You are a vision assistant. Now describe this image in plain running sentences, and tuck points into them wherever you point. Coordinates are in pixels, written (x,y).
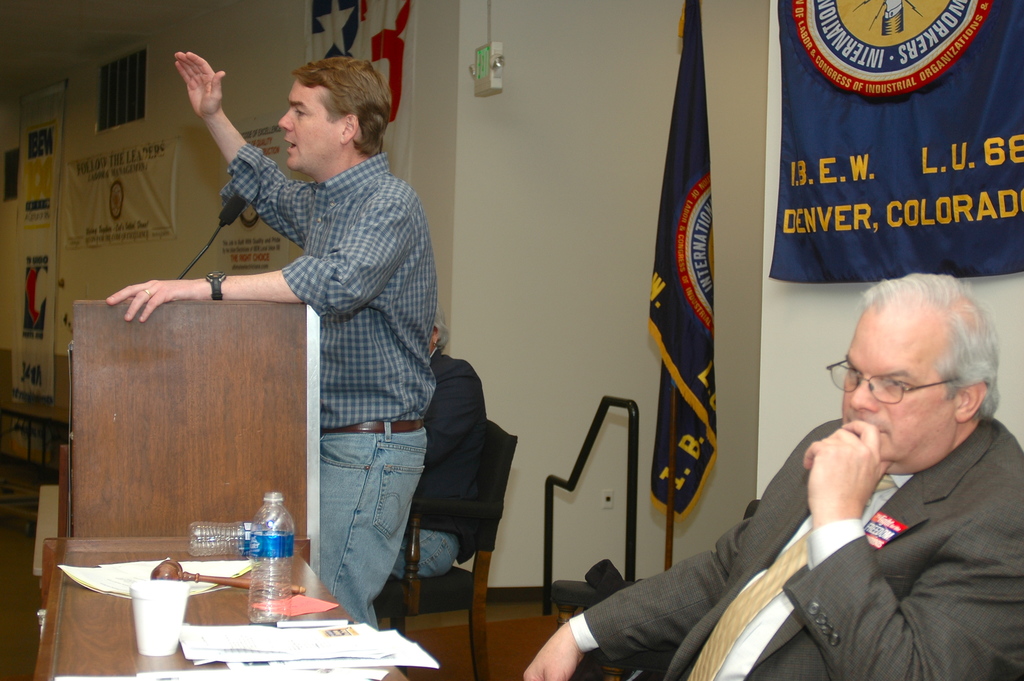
In this picture we can see a man (255,192) who is talking on the mike (240,204). This is table (106,615). On the table (223,608) there are papers (242,666), bottles (280,561), and a cup (167,635). Here we can see a man (670,650). He has spectacles (848,381) and he is in a suit (884,628). On the background (551,208) there is a wall (551,213) and this is flag (677,222). Here we can see some banners (105,241).
